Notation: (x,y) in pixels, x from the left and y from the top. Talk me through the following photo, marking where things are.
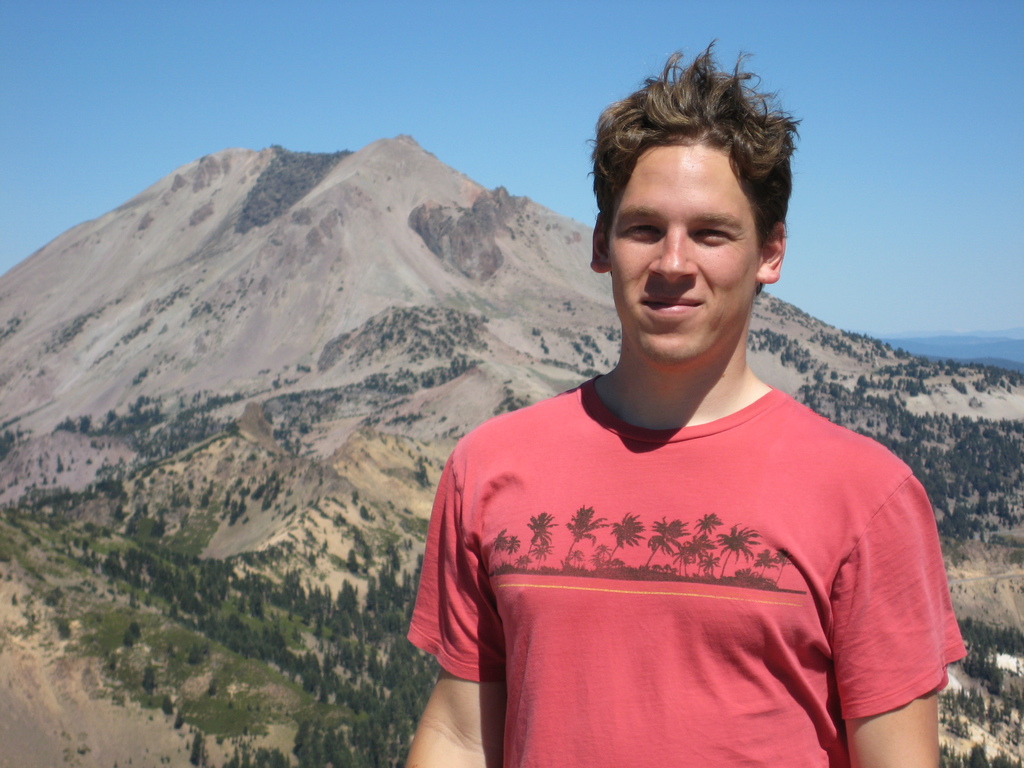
Here we can see a man (726,477). In the background (8,331) we can see a mountain (325,405), trees (151,533), and sky (625,57).
